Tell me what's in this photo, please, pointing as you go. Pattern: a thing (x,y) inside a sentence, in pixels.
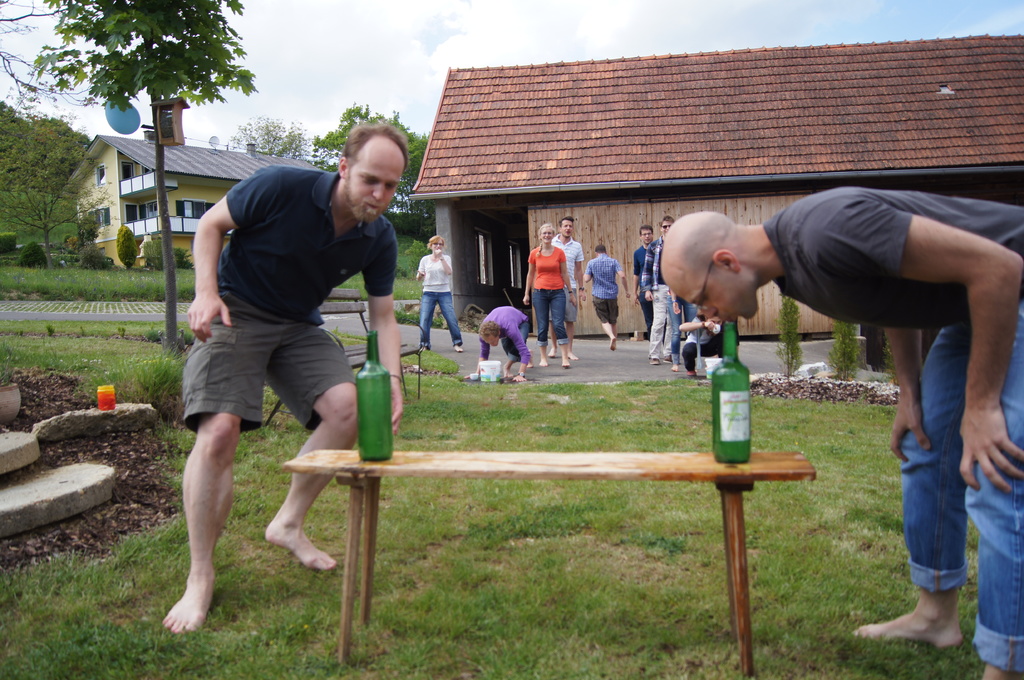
The picture is outside the house (1021,169) it looks like a lawn (529,513), there is a table (512,461), on the table (576,461) to the both ends there are two bottles (367,404), behind the table (616,456) there are some people (583,260) standing, in the background (509,161) there is a big house (750,122), to left that there are few trees (156,33) and a sky (282,99).
